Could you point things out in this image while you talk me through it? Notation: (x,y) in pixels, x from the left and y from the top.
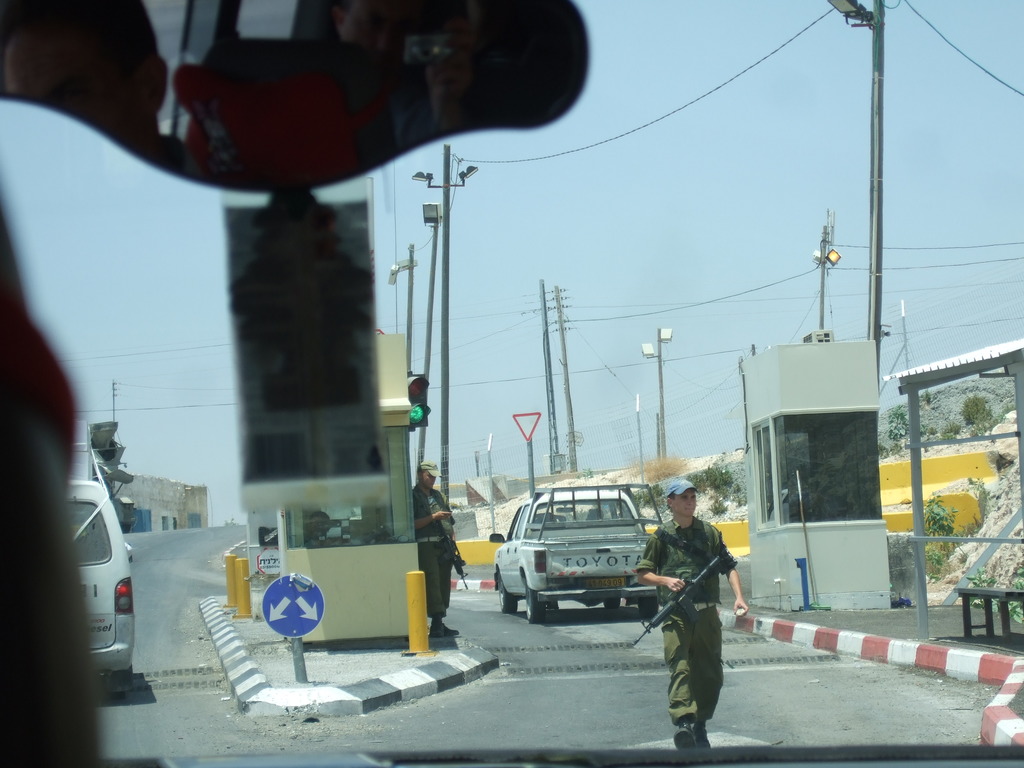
In this image we can see an inside of a car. We can see the reflection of the persons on the mirror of the car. There are many street lights (873,306), electrical poles (882,228) and a few cables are connected to it. There are sign boards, a barrier (975,457) and few road markers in the image.
